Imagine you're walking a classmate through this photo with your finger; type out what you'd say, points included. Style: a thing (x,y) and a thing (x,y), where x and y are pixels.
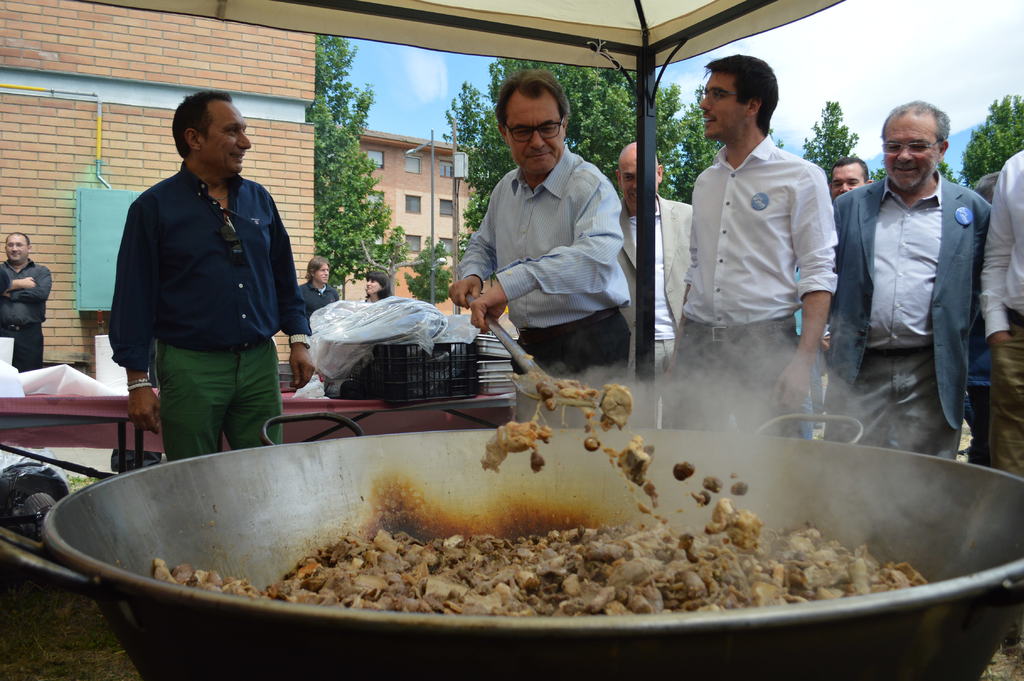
In the picture we can see a big bowl (171,531) on the stove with meat (487,559) and a man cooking it with a big spoon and besides him we can see some people (669,364) are standing and they are smiling and they are under the shed (618,39) and behind it, we can see a building (20,103) and beside it, we can see some trees (579,70) and behind it also we can see some buildings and in the background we can see a sky (659,77) with clouds (439,67).
